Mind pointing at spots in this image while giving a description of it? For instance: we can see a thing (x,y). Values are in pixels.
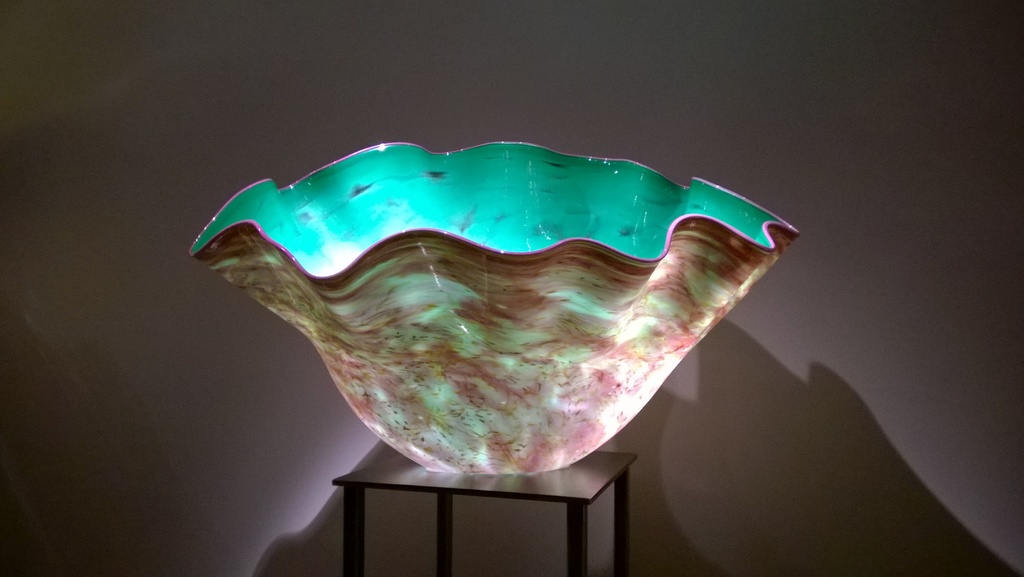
In this image we can see a decor (495,377) on the side table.
